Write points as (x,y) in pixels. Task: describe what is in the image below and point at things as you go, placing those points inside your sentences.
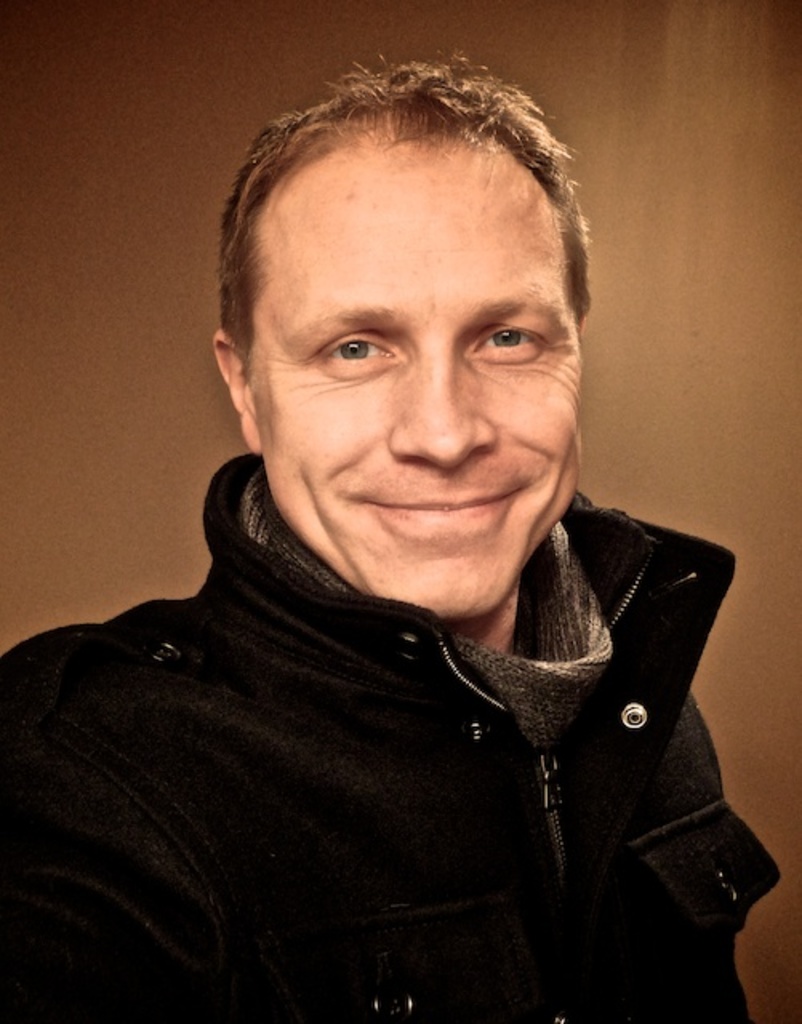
In the center of the image (513,431) we can see a man (457,441) smiling. In the background (58,76) we can see the plain wall (605,454).
